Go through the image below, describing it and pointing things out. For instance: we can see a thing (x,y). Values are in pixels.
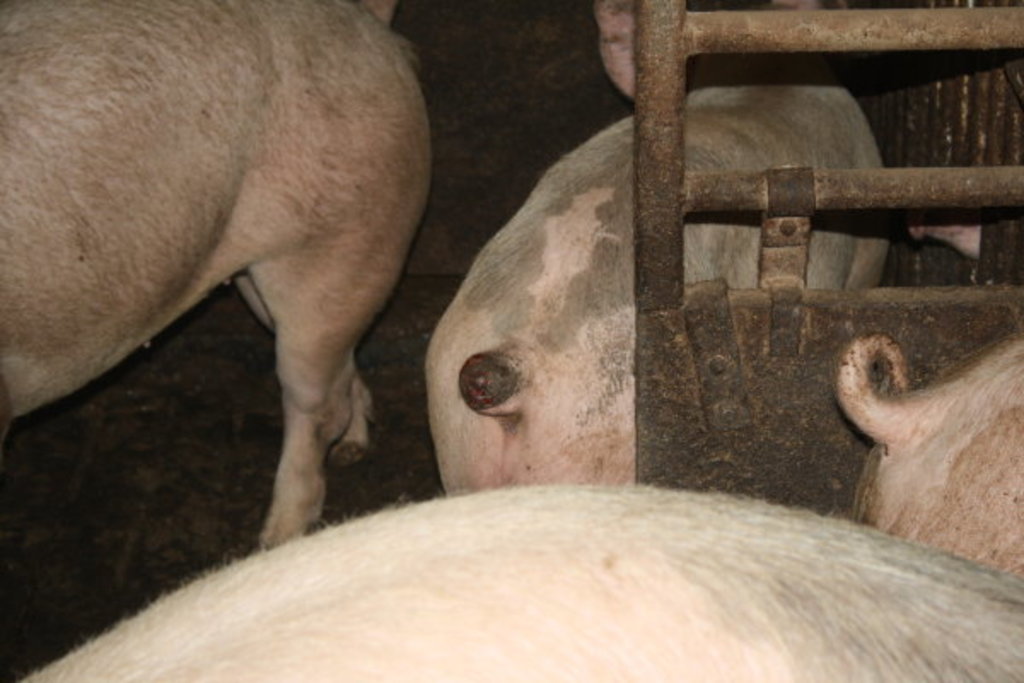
In this image we can see a group of pigs (538,464) in the sty (257,500).
